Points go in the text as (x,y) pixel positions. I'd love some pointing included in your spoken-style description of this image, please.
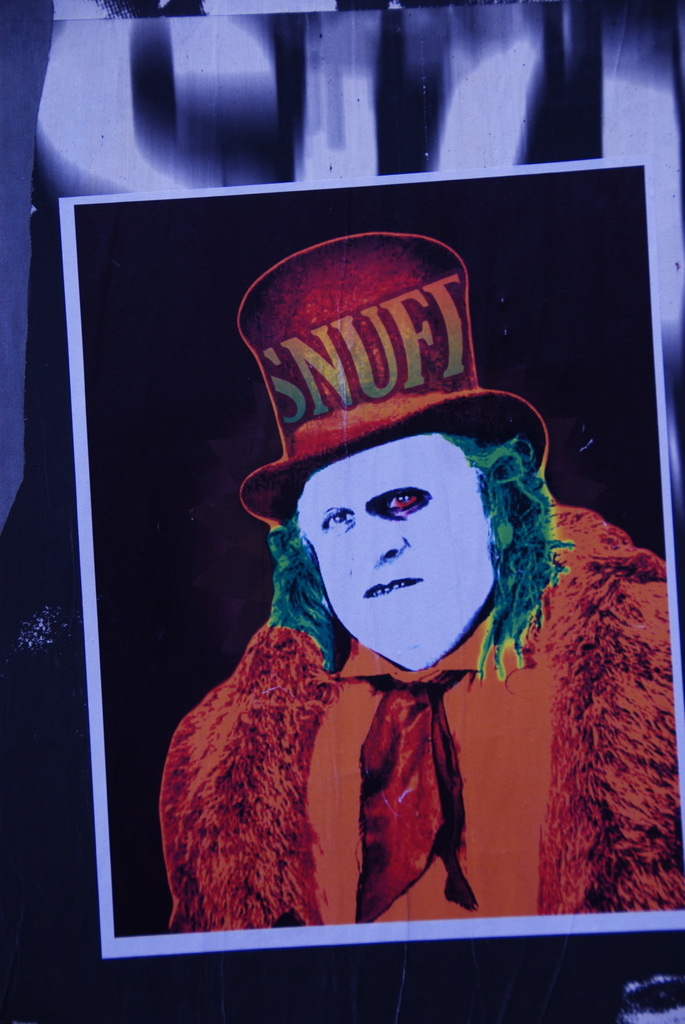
In this picture there is a face (443,580) of a person (431,592) whose face (452,576) is white in color and wearing orange dress (512,744) and there is a hat (350,363) on his head (438,587) which has snuff written on it.
